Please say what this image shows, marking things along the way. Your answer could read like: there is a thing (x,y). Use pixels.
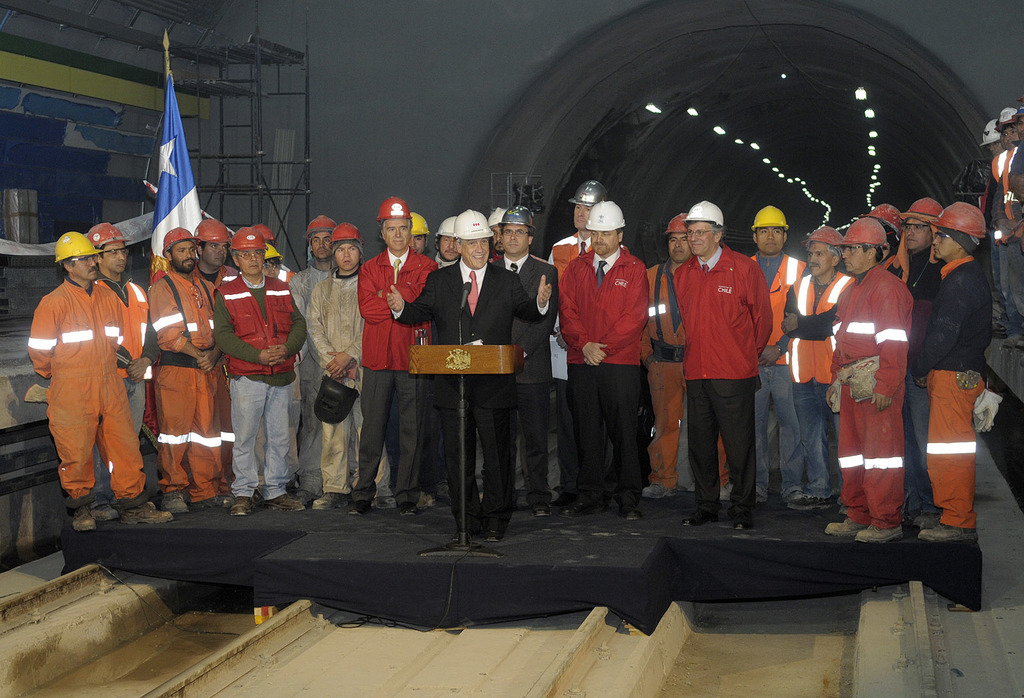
In this picture there is a person (507,309) wearing black suit (464,314) is standing and speaking in front of a mic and there are few persons (537,327) standing behind them and there is a tunnel (724,153) which has few lights (873,178) in it in the background (804,184).
